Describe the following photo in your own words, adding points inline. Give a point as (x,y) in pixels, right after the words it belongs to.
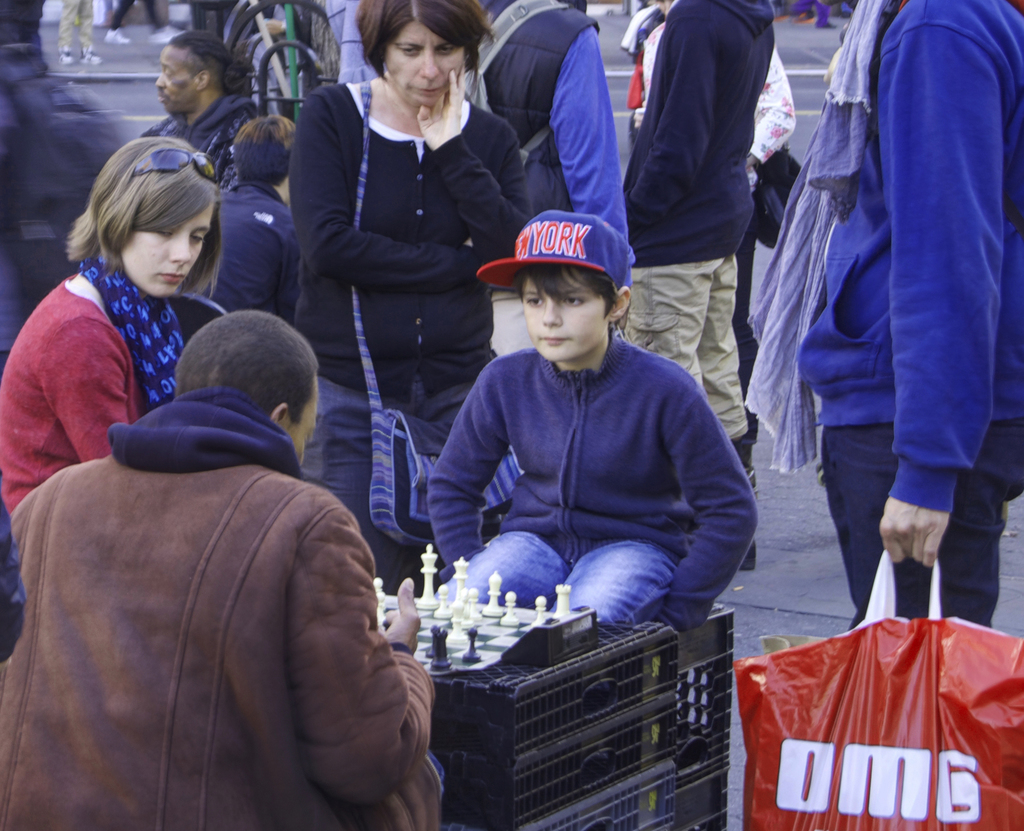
In this picture we observe many people (244,156) are on the road (631,147) and there are two people (655,406) playing chess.
